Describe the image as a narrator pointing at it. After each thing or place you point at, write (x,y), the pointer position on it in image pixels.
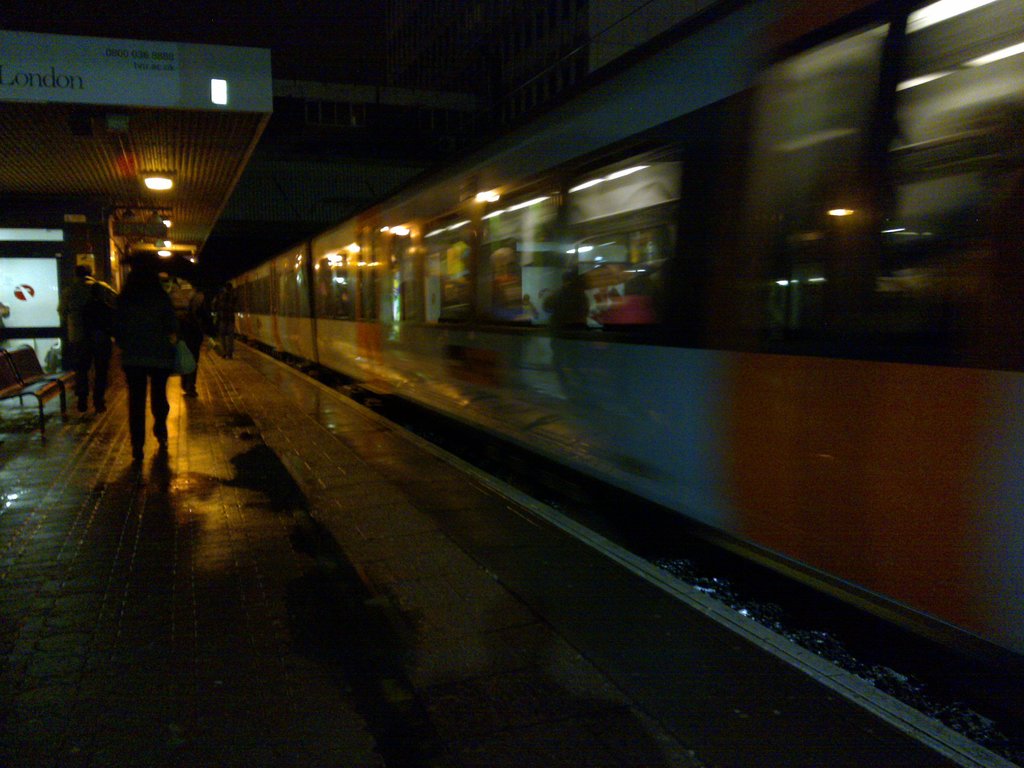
In the picture I can see a train (337,347) on a railway track (539,478). I can also see people (89,299) walking on the railway platform (427,463), lights (163,245) on the ceiling (112,195) and some other objects (55,290). This image is little bit dark.
